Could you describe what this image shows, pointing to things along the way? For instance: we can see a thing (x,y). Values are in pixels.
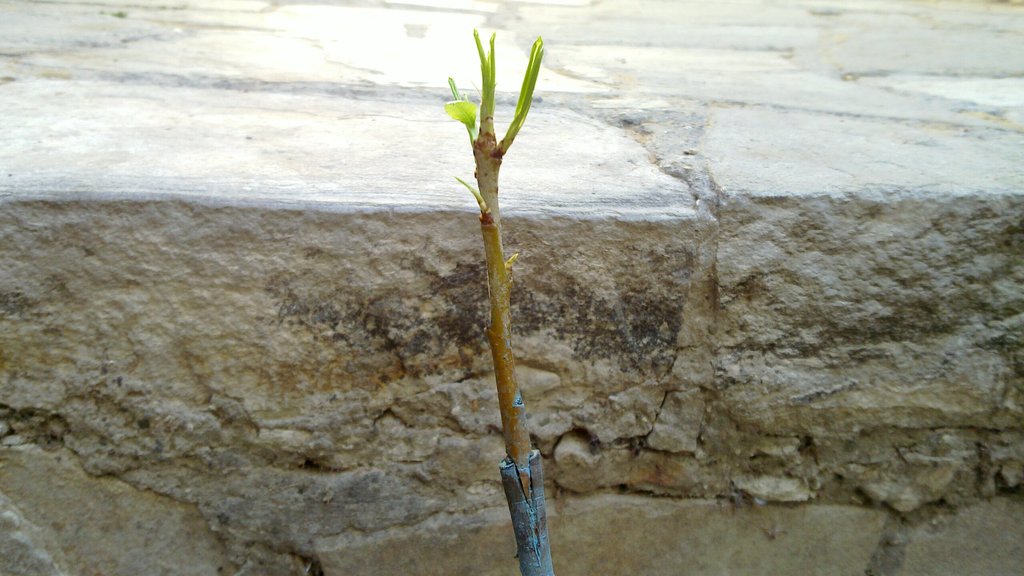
In this picture, we can see a plant (485,206) and a wall (683,262).
